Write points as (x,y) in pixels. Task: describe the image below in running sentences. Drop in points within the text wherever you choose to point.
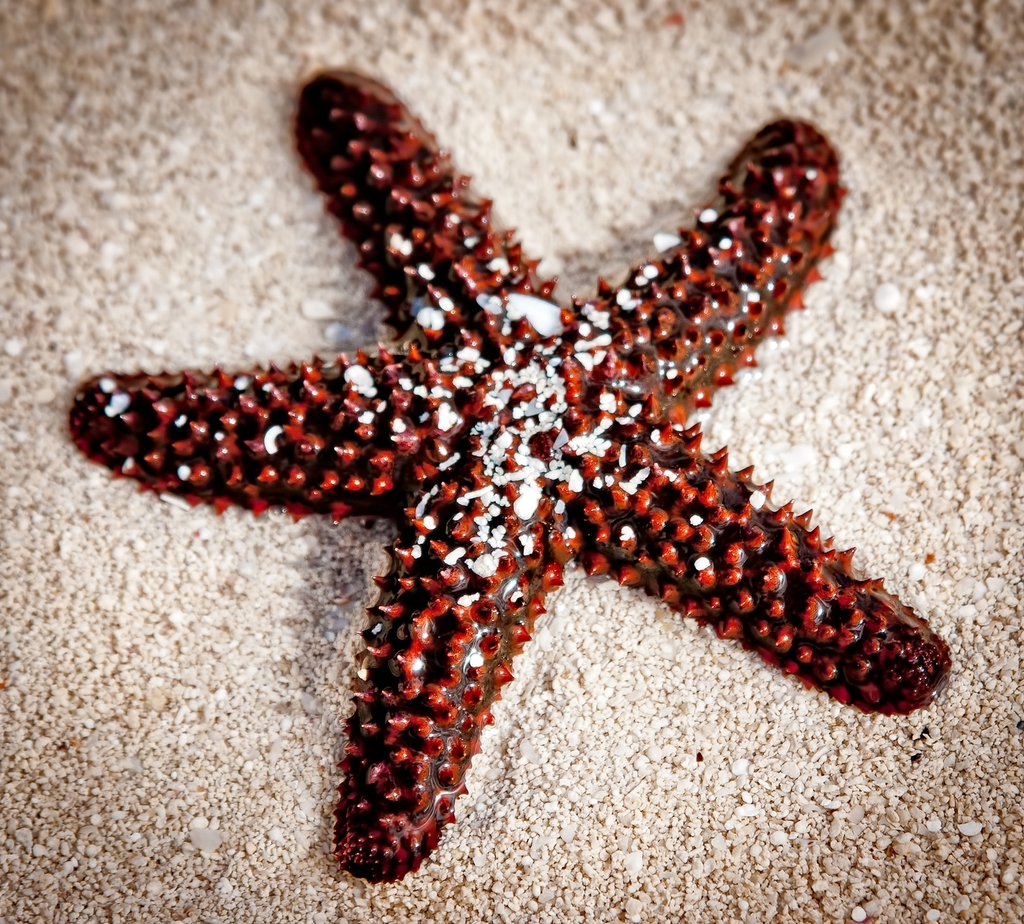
In this image there is starfish (448,434) in the center (498,440) which is red in colour.
